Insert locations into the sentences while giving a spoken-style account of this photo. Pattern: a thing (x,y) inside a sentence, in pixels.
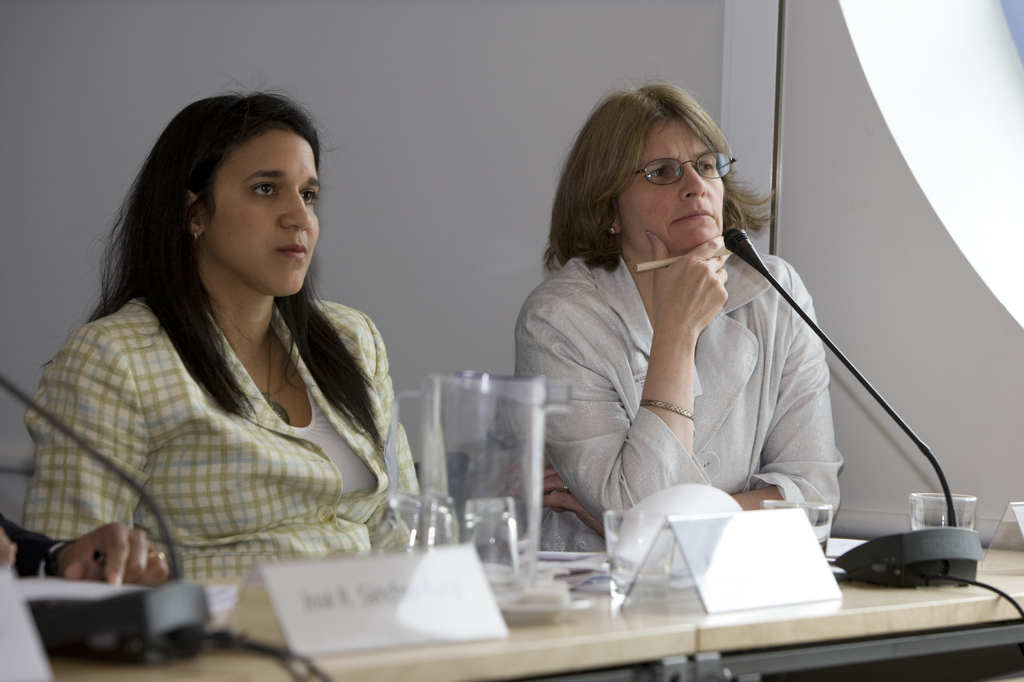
In this image, There is a table (922,622) which is in beige color on that table (335,672) there are some glasses (469,521) and a jug (505,476) there are some white color objects (386,590), There is a microphone (904,579) which is in black color, There are two women (697,434) sitting on the chairs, In the background (455,354) there is a white color wall (405,76).
